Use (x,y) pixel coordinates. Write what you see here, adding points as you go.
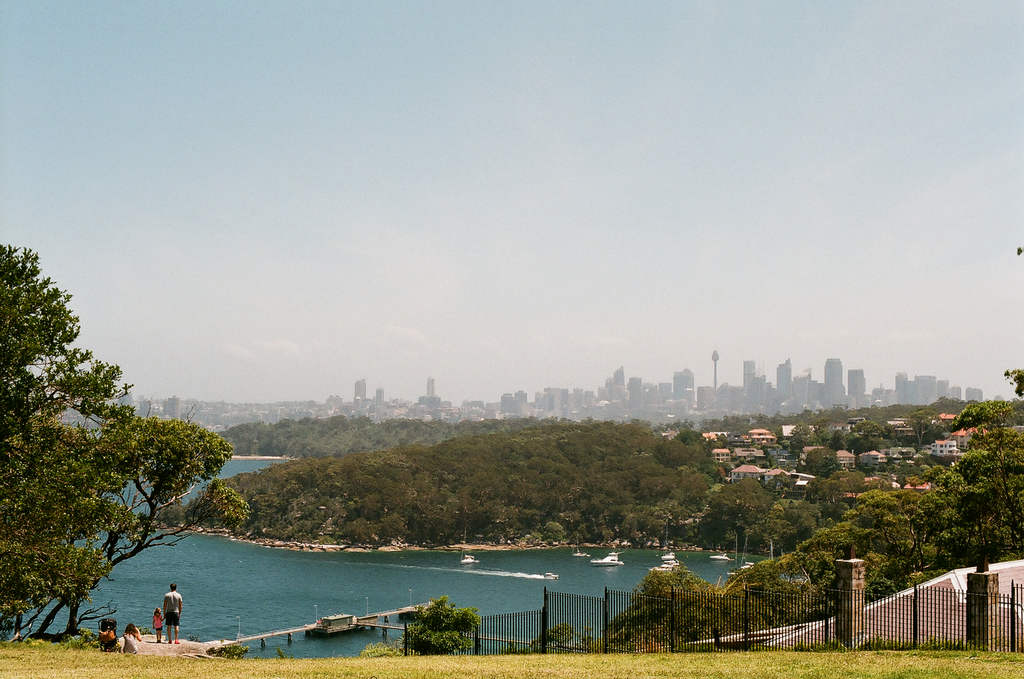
In this image we can see buildings (795,391), trees (648,467), towers (780,376), walkway bridge (254,636), ships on the water (406,569), grills (786,619), persons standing on the rock (162,644), hills (354,429) and sky (519,177) with clouds (572,238) in the background (314,169).
